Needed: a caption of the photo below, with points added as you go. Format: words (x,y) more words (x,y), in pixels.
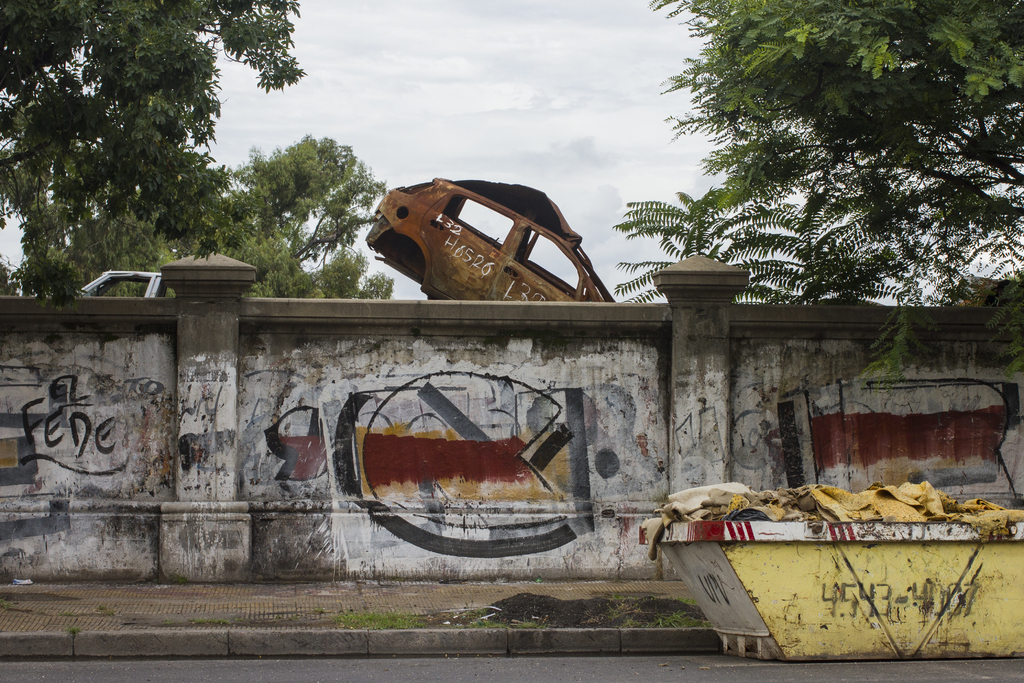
In this image, we can see some paintings (410,481) on the wall (483,446). At the bottom (648,609), we can see walkway (425,610), grass (384,622), road (540,676) and some container (727,634). Background (916,287) we can see vehicles (442,276), trees (959,267) and sky (456,70).
